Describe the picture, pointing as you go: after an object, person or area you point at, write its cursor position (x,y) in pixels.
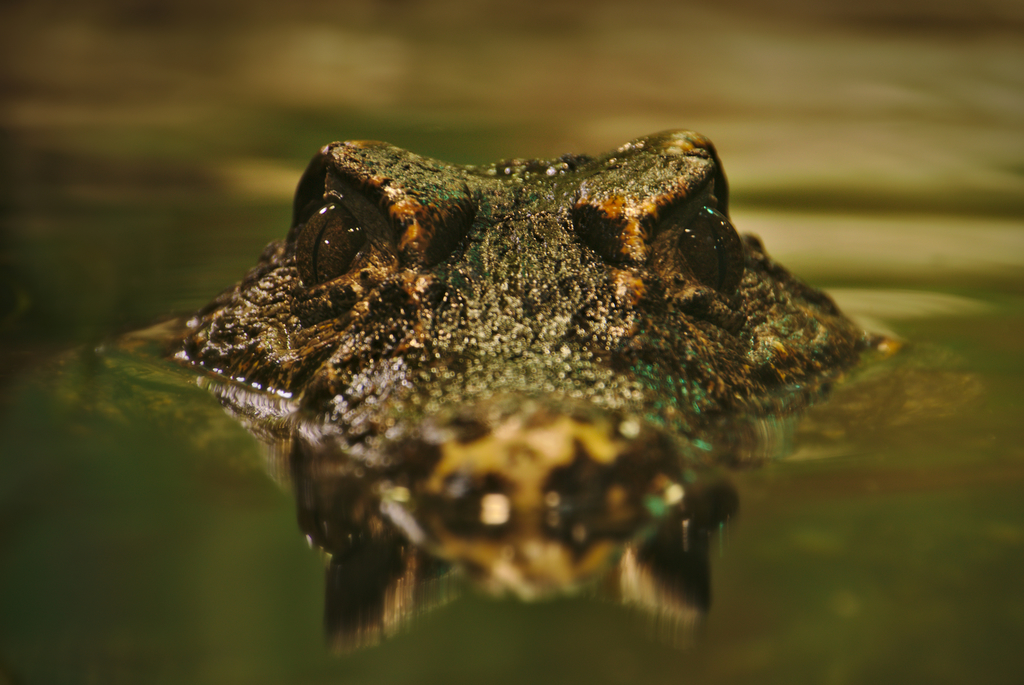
It looks like a crocodile (669,431) in the water (394,631).
